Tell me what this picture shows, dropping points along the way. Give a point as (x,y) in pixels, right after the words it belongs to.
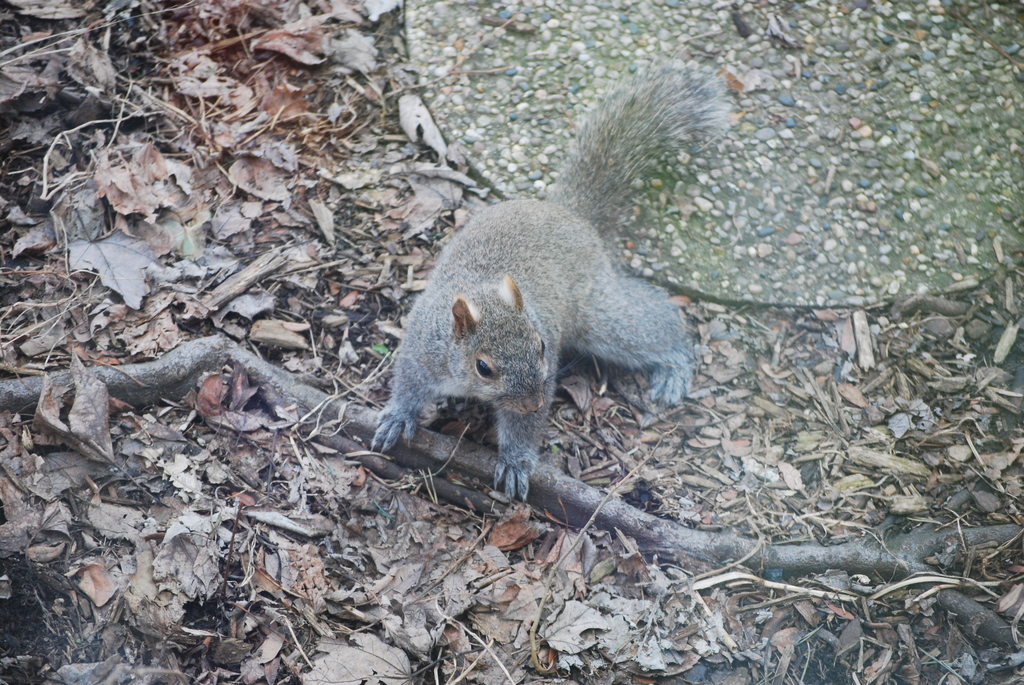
In this picture there is a squirrel (557,288) resting its paws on a wooden root (425,439) and there are few dried leaves (419,290) on either sides of it.
